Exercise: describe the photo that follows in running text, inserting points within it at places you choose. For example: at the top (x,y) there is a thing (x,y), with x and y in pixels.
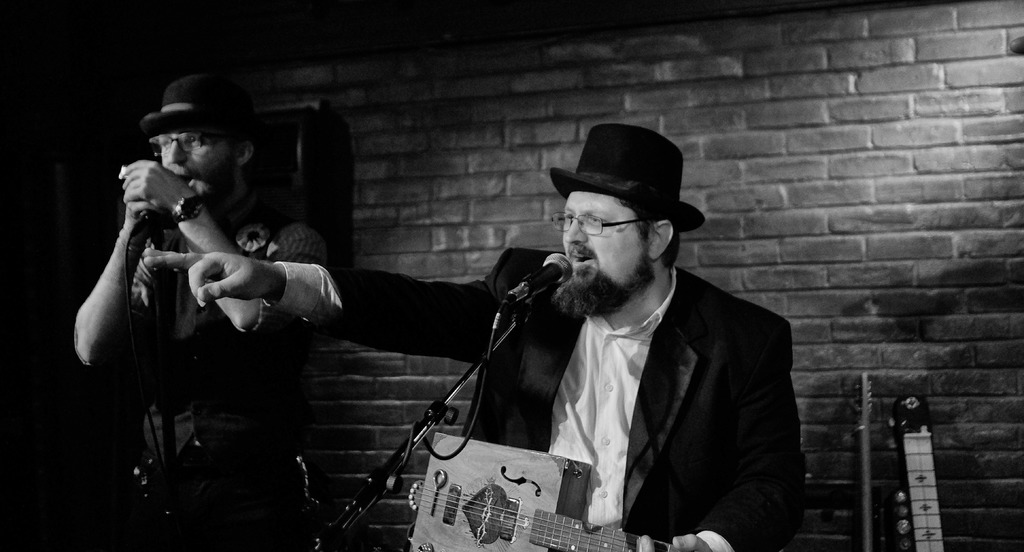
This is a picture of two people (616,202) wearing hats (630,185) on them and have spectacles (590,230) and some mustache (607,282) and one among them is holding the mike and the other is holding a musical instrument (581,467) playing in front of a mike (559,264) and behind them there is a small brick wall (692,99) which is dark in color.
